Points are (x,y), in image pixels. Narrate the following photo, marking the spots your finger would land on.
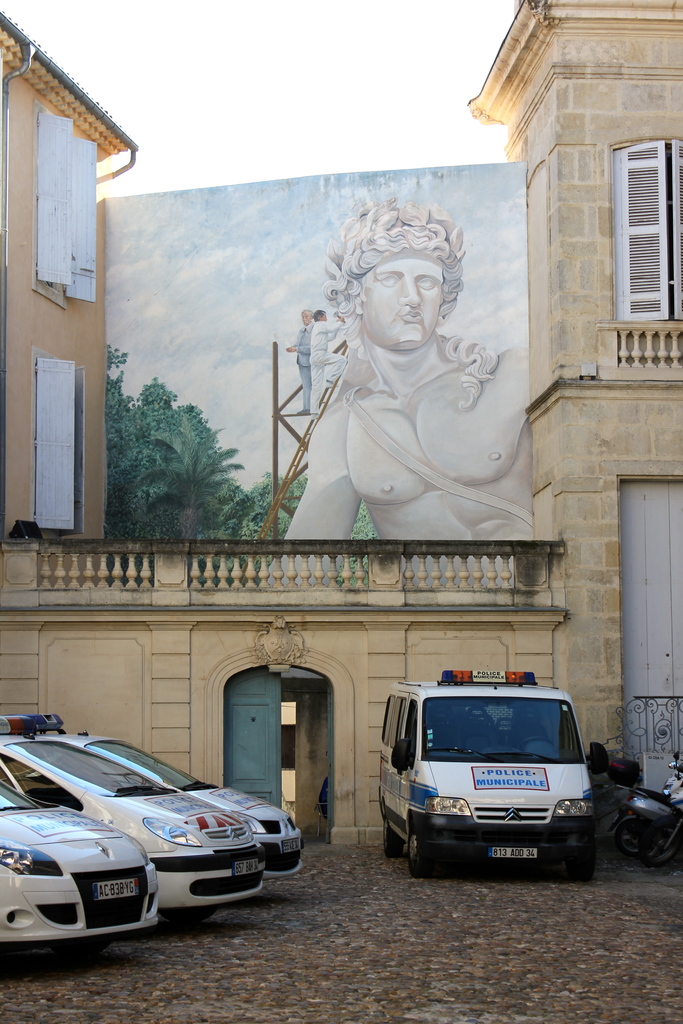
In this image we can see a painting (378,383) between the building (58,368). At the bottom (260,778) we can see cars (254,799) and door (247,732). In the background (301,67) there is a sky (311,60).
